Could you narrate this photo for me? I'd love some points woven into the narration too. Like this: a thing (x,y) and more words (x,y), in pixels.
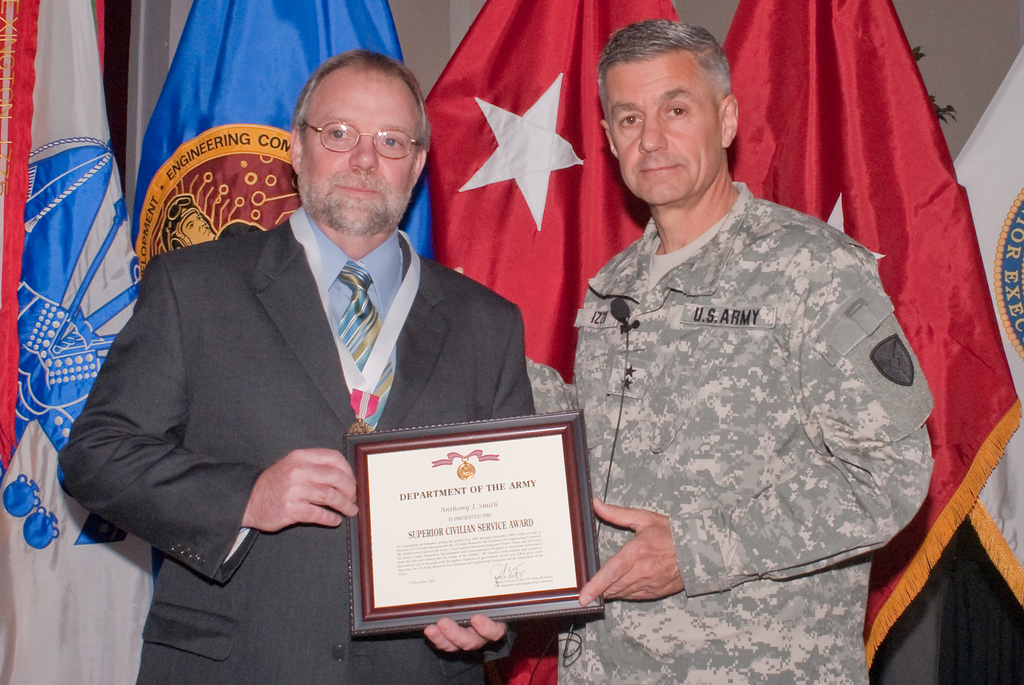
In this picture I can see couple of men (433,410) holding a frame (432,476) with some text (508,484) and I can see few flags (581,142) in the back (582,63).
